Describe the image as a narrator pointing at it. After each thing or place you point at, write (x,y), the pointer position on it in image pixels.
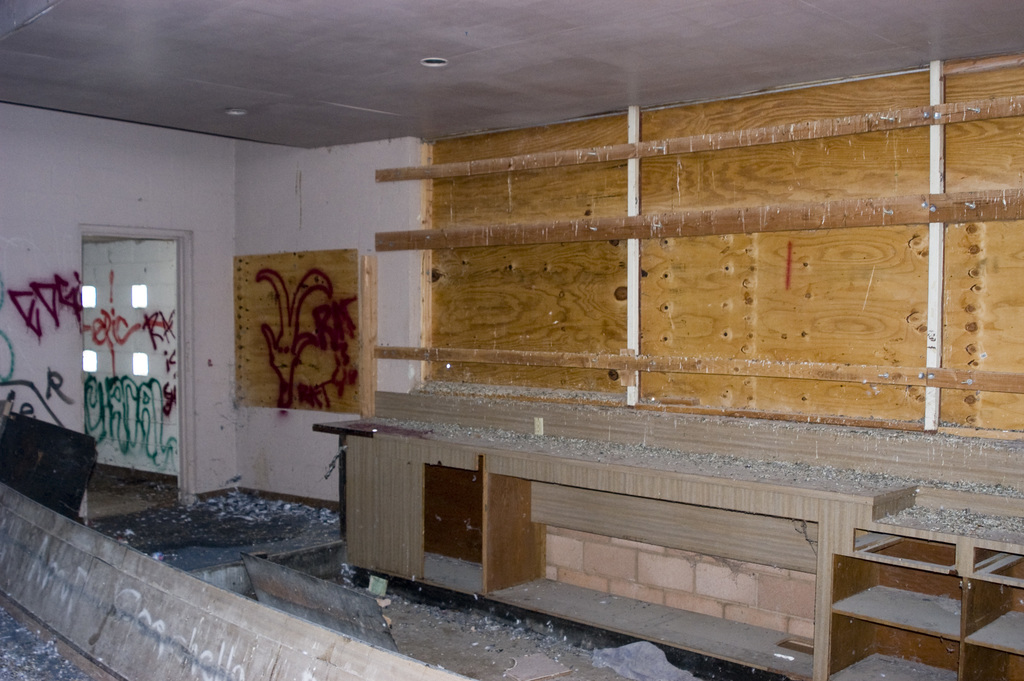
This picture is an inside view of a room (484,568). In this picture we can see the graffiti (144,401) on the wall (213,377) and board (310,356) and also we can see the cupboards (764,487), dust (1009,529). At the bottom of the image (434,624) we can see the floor (410,640) and boards (197,640). On the board (185,634) we can see the text (146,634). At the top of the image (352,83) we can see the roof (333,26). On the left side of the image (189,284) we can see a door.
